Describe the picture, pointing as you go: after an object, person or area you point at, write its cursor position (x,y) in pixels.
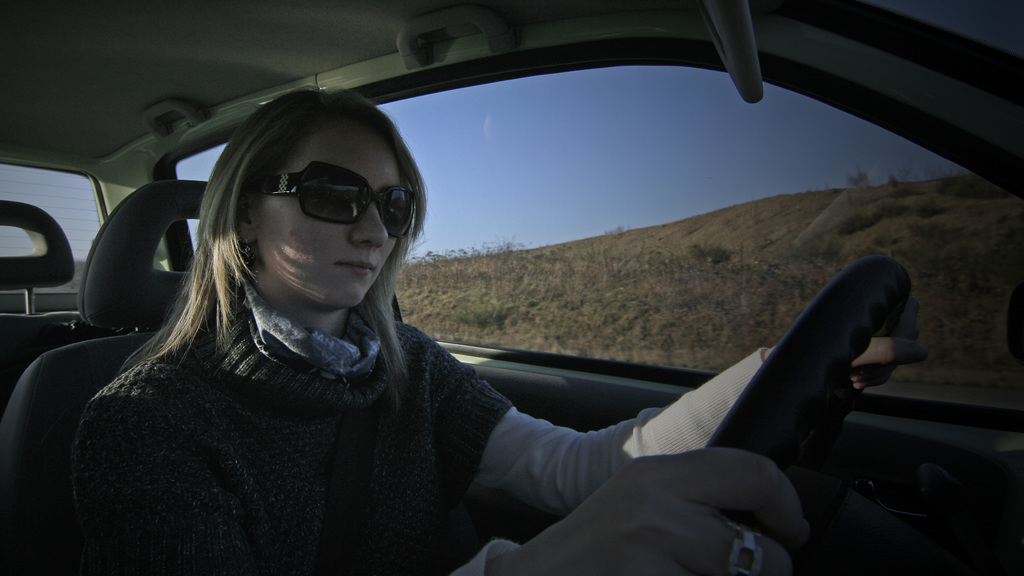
In this image I can see a woman (652,432) driving her vehicle (868,476). I can also see she is wearing a black shades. In the background (545,151) I can see clear view of sky (485,215).
